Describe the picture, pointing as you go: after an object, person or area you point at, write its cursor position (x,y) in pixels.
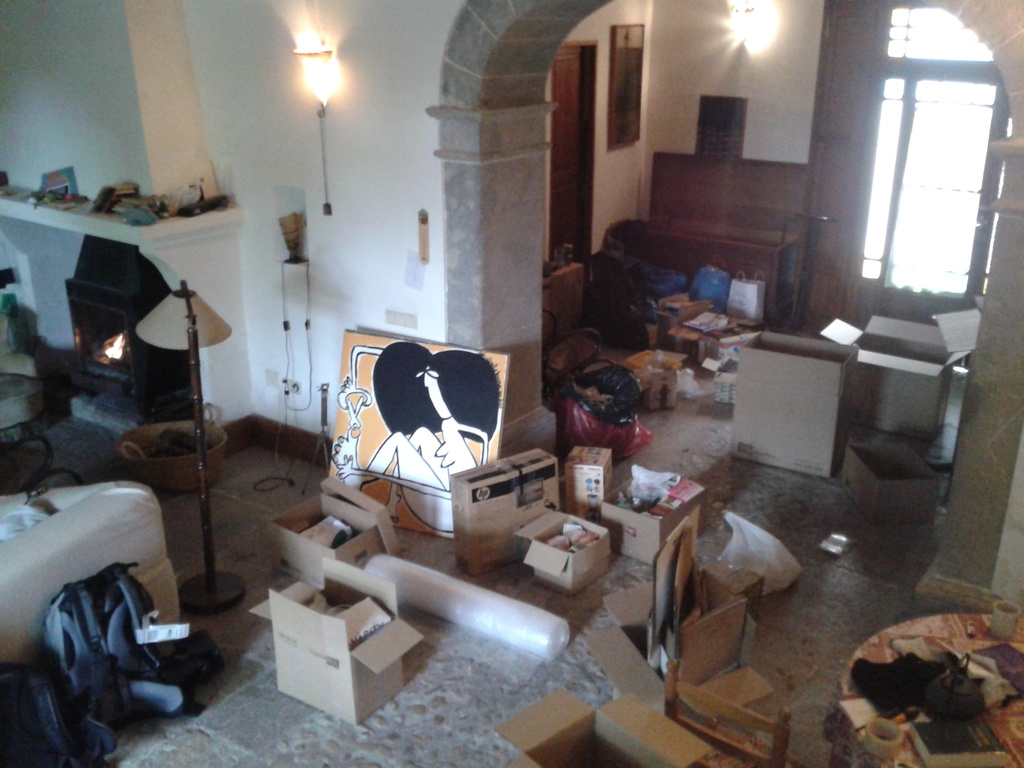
This picture is clicked inside the room (429,685). Here, we see many carton boxes (356,652) and plastic bags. Beside that, we see a sofa chair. On the left side of the picture (149,274), we see a fireplace (88,358). Beside that, we see a lamp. In the background (888,282), there are many carton boxes (852,340) and a glass door (865,265). At the top of the picture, we see lights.
